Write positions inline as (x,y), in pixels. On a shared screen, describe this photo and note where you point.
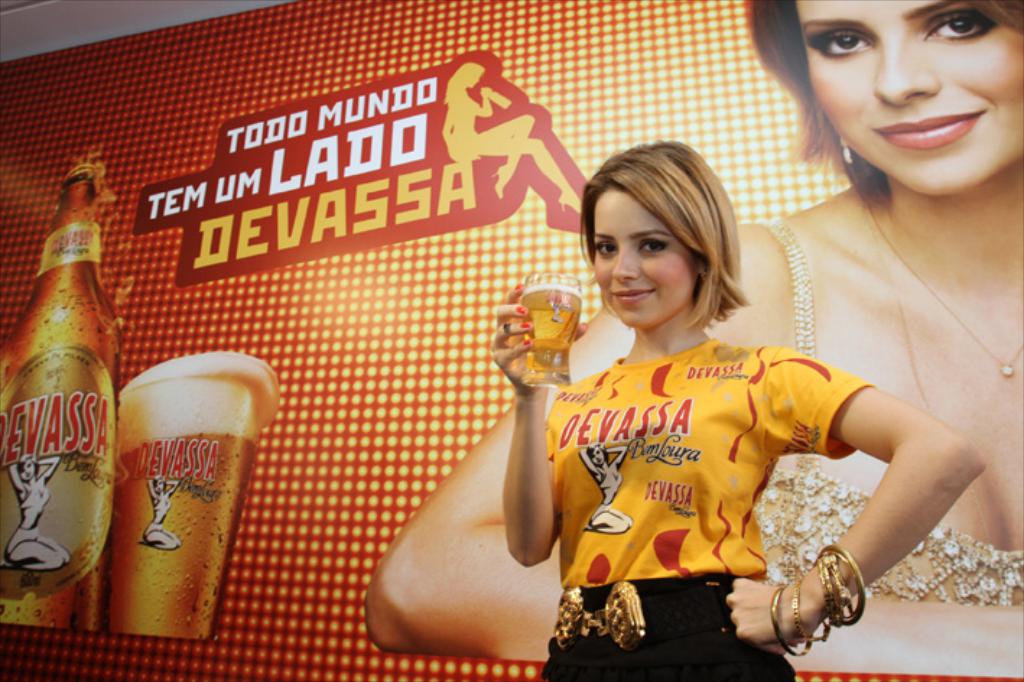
I can see in this image of woman (631,411) is holding a glass (556,346) in a hand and wearing yellow color t-shirt (686,457) she is smiling with background (254,290) I can see advertisement board (310,215).
